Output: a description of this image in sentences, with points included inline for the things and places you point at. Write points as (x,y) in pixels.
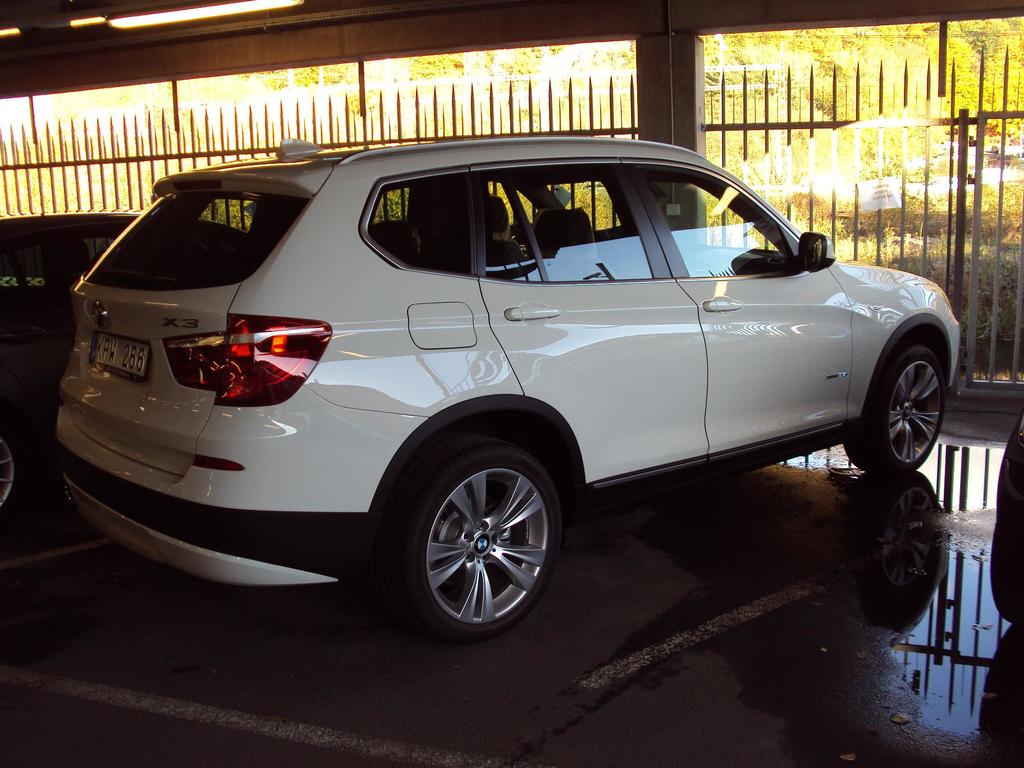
In this image there are three vehicles (189,441) on the path (719,648), and at the background (978,229) there are iron grills (979,213), plants (726,125), trees (280,80), lights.
